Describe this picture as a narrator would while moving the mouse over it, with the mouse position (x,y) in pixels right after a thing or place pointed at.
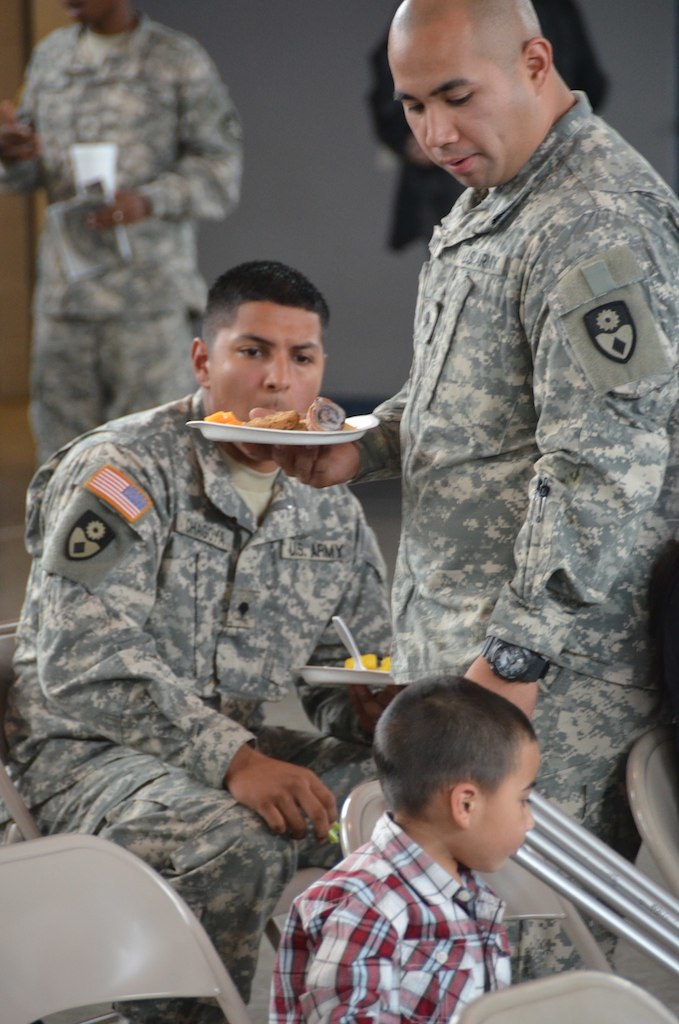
In this image we can see two army people (511,454), one is standing and the other one is sitting. They are holding plates (312,679) in their hand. In front of them chairs (60,968) are there, on chair (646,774) one boy (394,946) is sitting. Behind one more army man (128,237) is standing.
